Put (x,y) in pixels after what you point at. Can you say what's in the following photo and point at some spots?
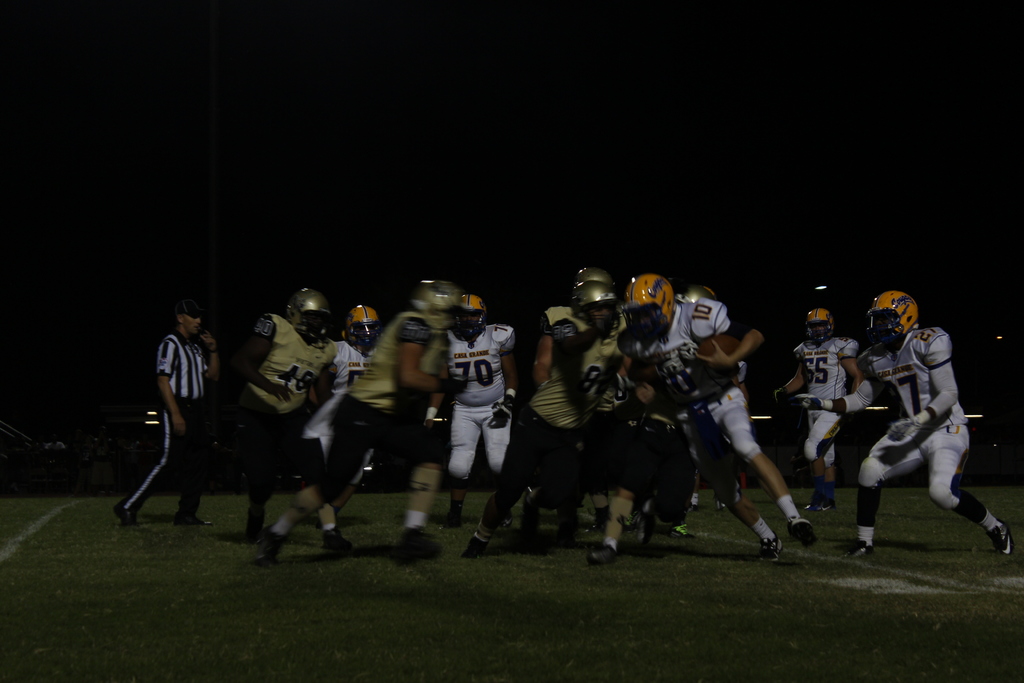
In this image we can see many people (535,373) wearing helmets (666,300). One person (665,352) is holding a ball (722,341). On the left side (195,349) there is a person (191,370) wearing cap (181,304). On the ground (681,590) there is grass (679,579).
